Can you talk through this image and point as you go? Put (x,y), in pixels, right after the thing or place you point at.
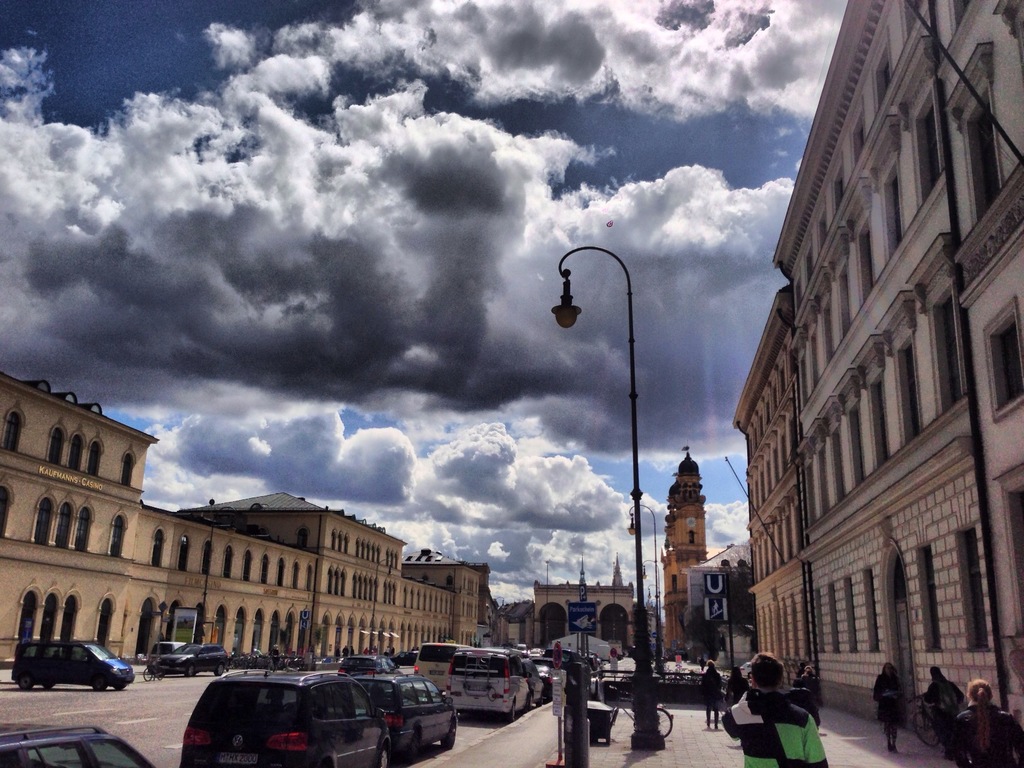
This is a street view image of a town (438,605), in this image we can see buildings (412,588), in front of the buildings (417,642) there are cars (215,667) parked on the road (206,678) and there are few pedestrians (780,692) walking on the pavement (637,757) and there are lamp posts (655,684), at the top of the image (443,184) there are clouds (438,230) in the sky (474,285).
